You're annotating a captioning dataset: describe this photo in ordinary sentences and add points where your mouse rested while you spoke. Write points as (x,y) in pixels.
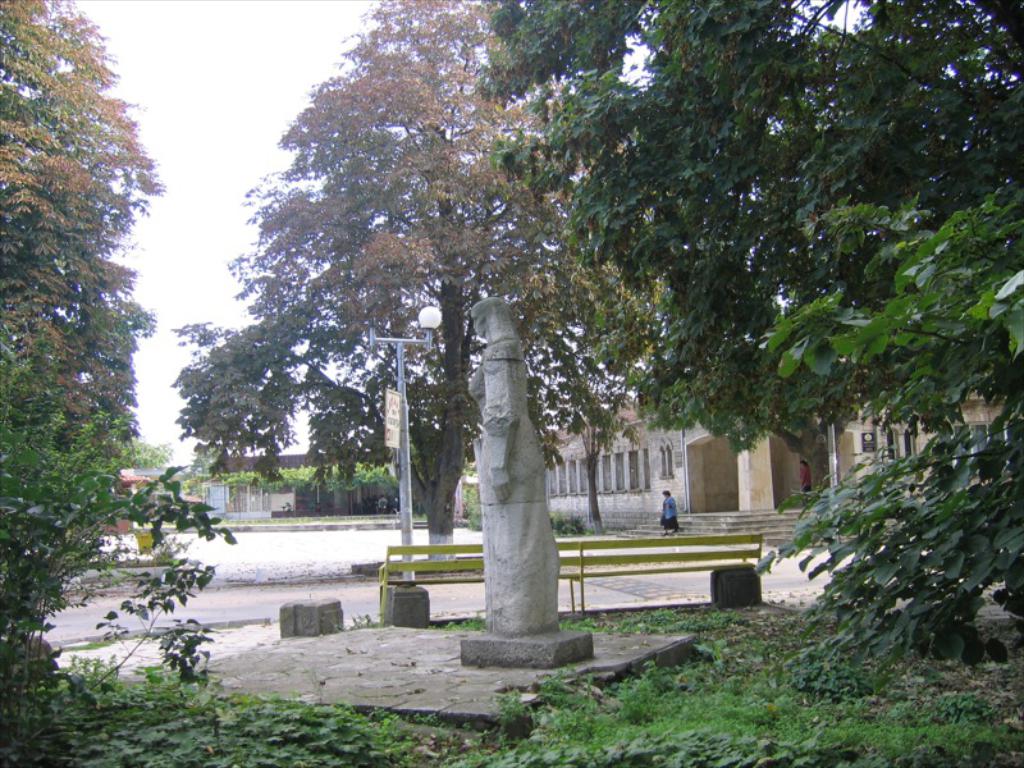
In this picture there is a statue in the center of the image (505,501) and there is a lamp pole (405,466) and a bench (408,566) behind the statue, there are houses (668,442) and people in the background area of the image (264,510) and there is greenery (734,437) in the image.
